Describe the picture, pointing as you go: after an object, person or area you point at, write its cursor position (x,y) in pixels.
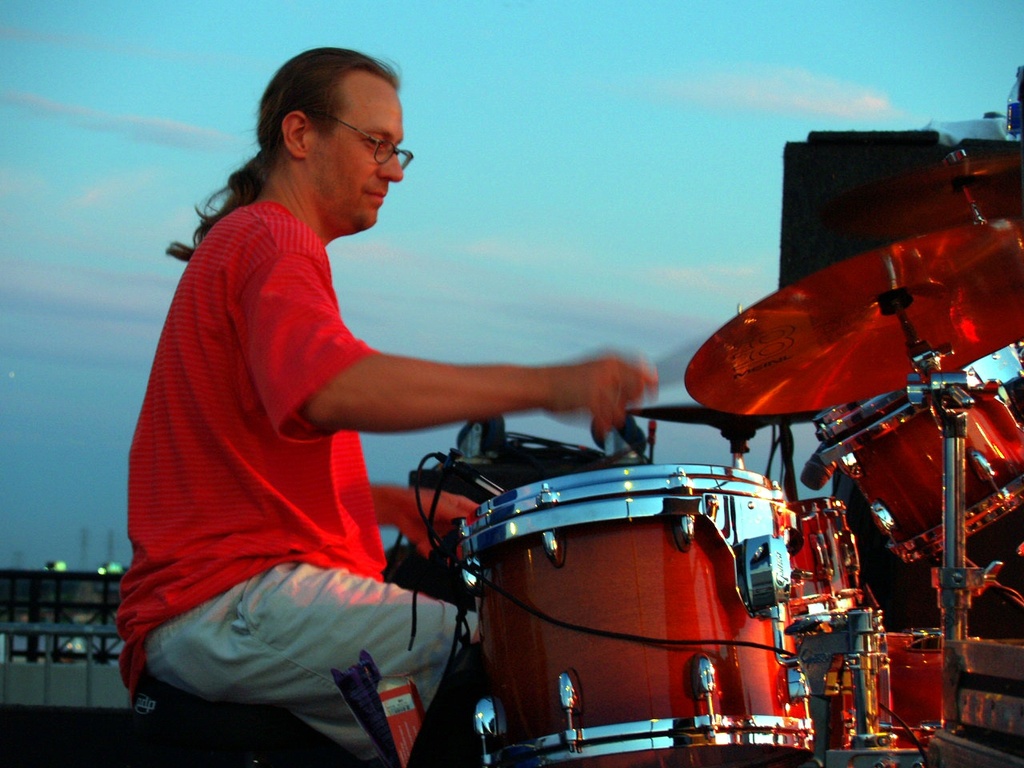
This image consists of a man (263,410) playing drums (685,667) is wearing red T-shirt (267,505). In the background (535,225), there are clouds (475,299) in the sky (472,317).
